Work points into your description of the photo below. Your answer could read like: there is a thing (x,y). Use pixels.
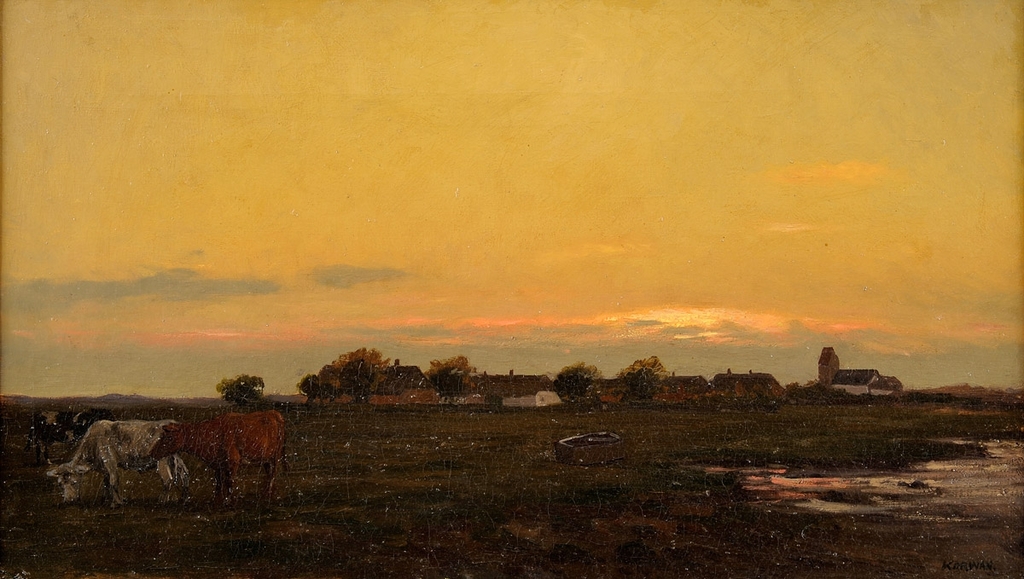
This is a photo and here we can see animals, trees (800,400), houses (406,383) and there is an object (578,434). At the top (555,173), there is sky (517,256) and at the bottom (570,504), there is ground (669,506) and water (890,481).
